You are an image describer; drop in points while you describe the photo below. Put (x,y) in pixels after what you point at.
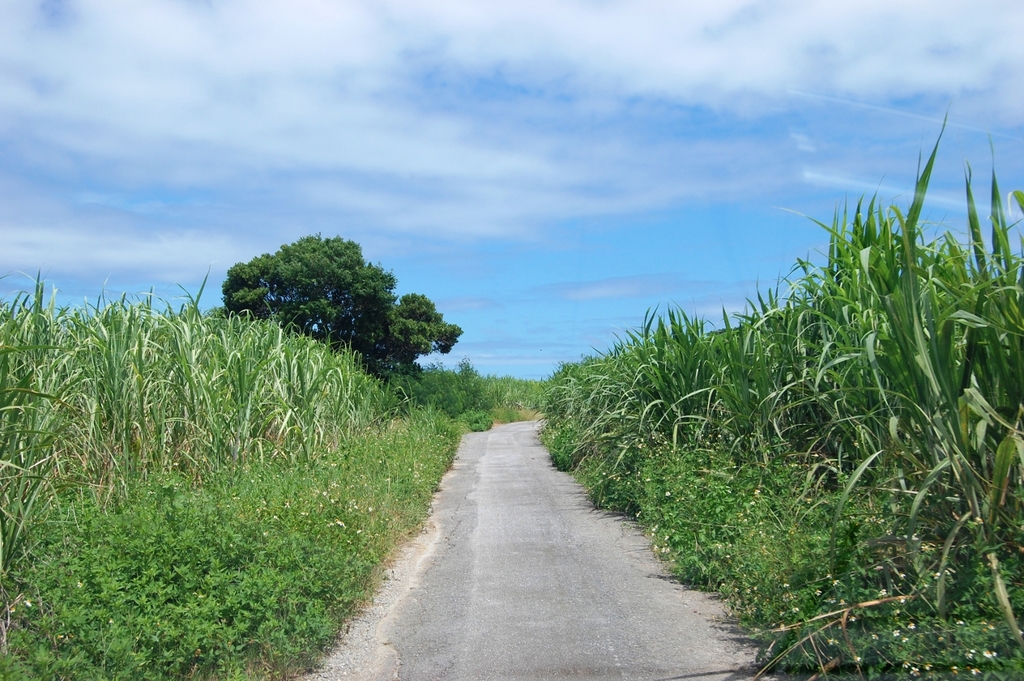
In the foreground (792,410) I can see plants (375,432) and trees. At the top (441,137) I can see the blue sky (491,165). This image is taken may be in a farm (816,313) during a day.
